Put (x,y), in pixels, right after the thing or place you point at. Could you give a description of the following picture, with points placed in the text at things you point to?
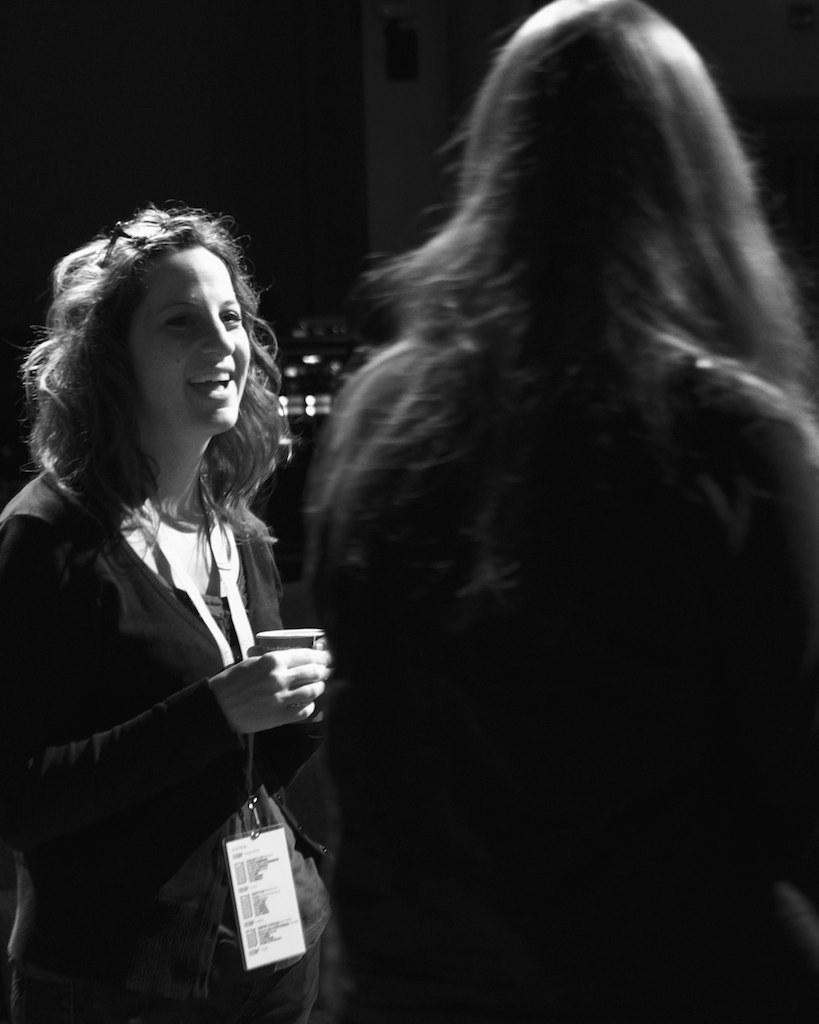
In this image I can see two persons (728,238) are standing. On the left side (123,258) I can see she is holding a glass (286,647) and I can see smile (225,398) on her face (204,416). I can also see this image is black and white in colour.
